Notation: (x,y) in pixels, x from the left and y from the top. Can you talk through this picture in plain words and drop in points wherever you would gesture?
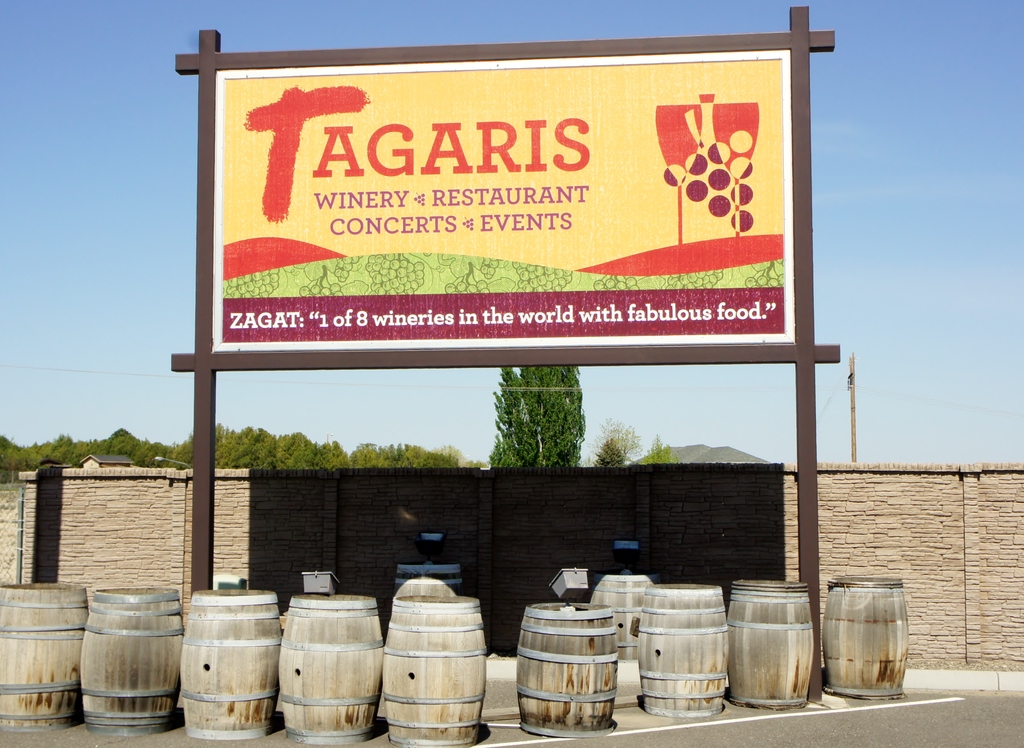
This picture is clicked outside. In the foreground (624,697) we can see there are many number of barrels (88,614) placed on the ground (740,729) and there is a banner (790,201) attached to the stand (753,356) and we can see the text (383,225) on the banner (452,303). In the background (517,461) we can see the trees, sky (472,412) and a pole (853,396) and some other objects (902,537).
